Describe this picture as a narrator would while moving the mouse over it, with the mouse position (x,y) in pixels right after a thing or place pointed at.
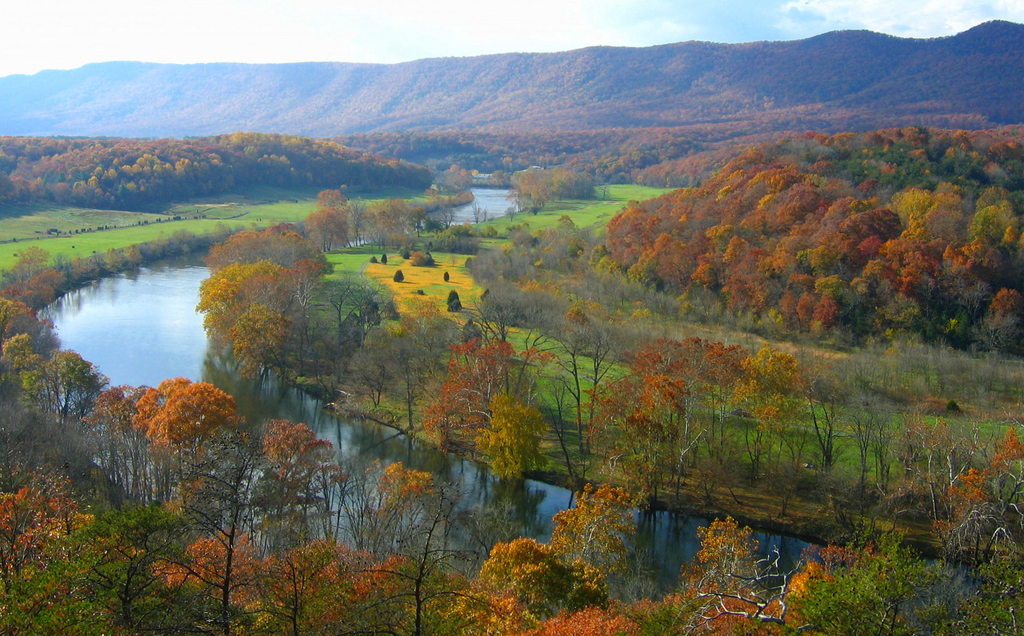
In the picture we can see a aerial view of the scenery with grass surfaces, plants (106,584), trees (108,539) and water ways (108,368) and in the background (588,167) we can see many trees (237,182), hills (402,108) and sky (928,33).
